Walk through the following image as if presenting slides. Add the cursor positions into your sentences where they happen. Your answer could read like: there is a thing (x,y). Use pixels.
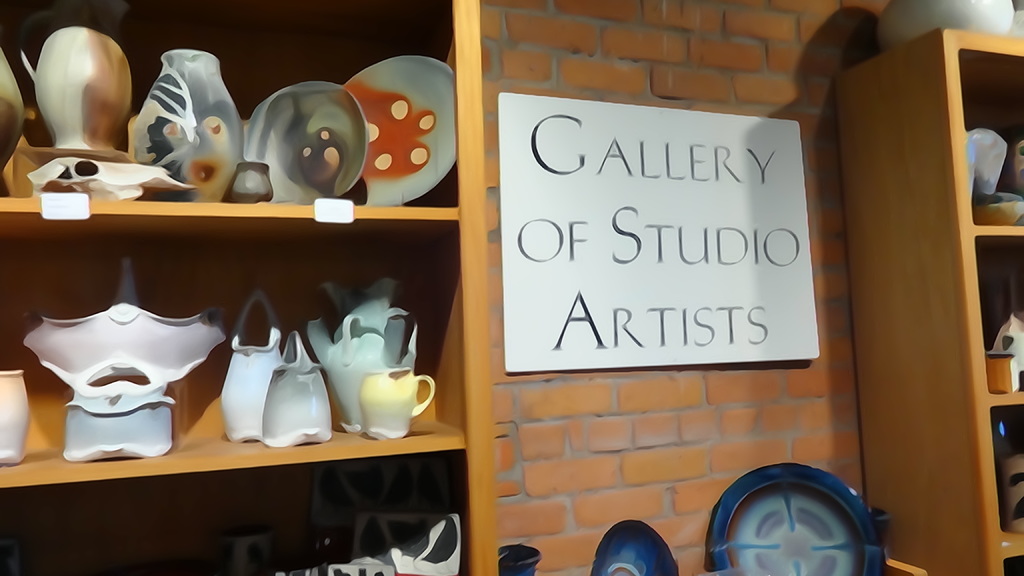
In this image we can see the ceramic jars (201,333) on the wooden shelf (23,166) on the left side (234,184). Here we can see the billboard (604,303) on the wall (767,383). Here we can see another wooden drawer (966,273) on the right side (1004,523).
